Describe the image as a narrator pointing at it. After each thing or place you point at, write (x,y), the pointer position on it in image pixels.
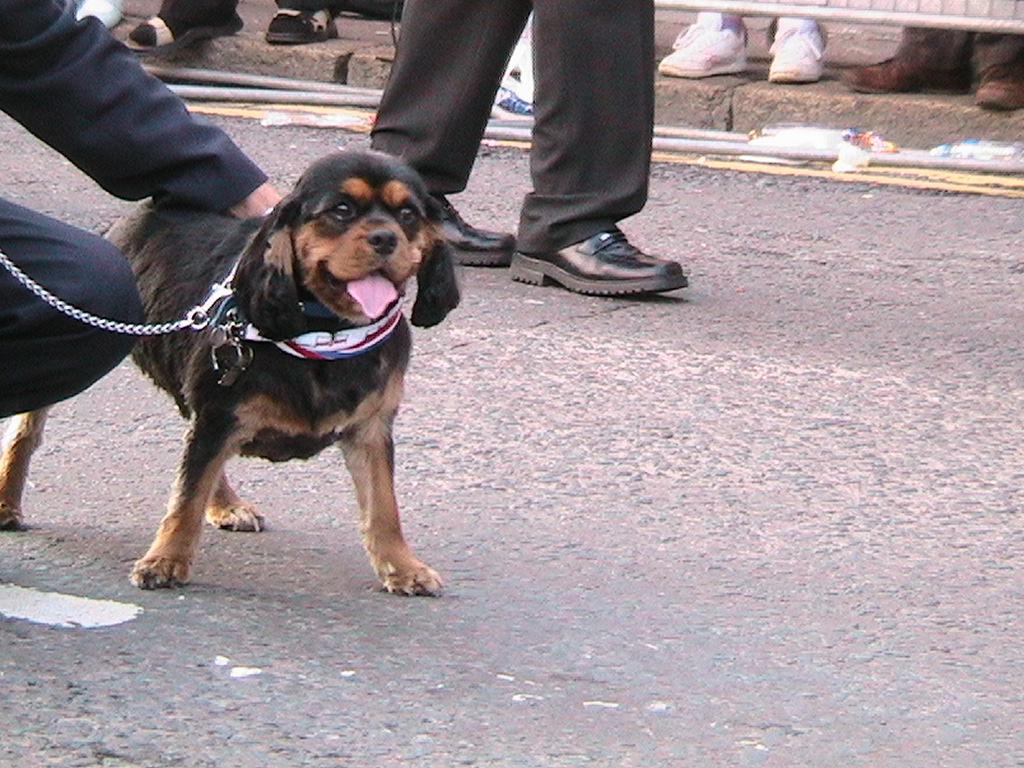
In this image, we can see a dog (240,376) is on the road (566,664). Here we can see a human hand (260,206). Top of the image (1013,84), we can see few footwear's (943,75). Here we can see a human legs (543,170) and pipes (684,135).
